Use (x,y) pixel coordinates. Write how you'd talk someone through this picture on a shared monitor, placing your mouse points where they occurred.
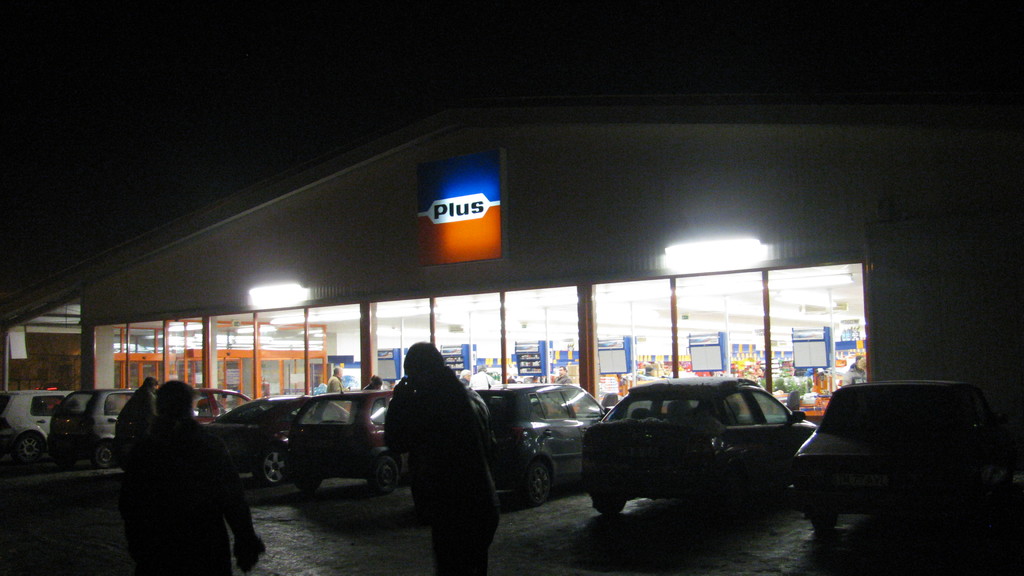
At the bottom of the picture (175,494), we see three persons (195,503) are walking on the road (278,556). In front of them, we see cars (301,447) which are parked on the road (628,516). In the background (566,266), we see a building (544,210) in white color. On top of the building (258,253), it is written as "PLUS". We see many boards (607,351) and glass doors (232,375). This building (337,351) might be a mart (481,132).
